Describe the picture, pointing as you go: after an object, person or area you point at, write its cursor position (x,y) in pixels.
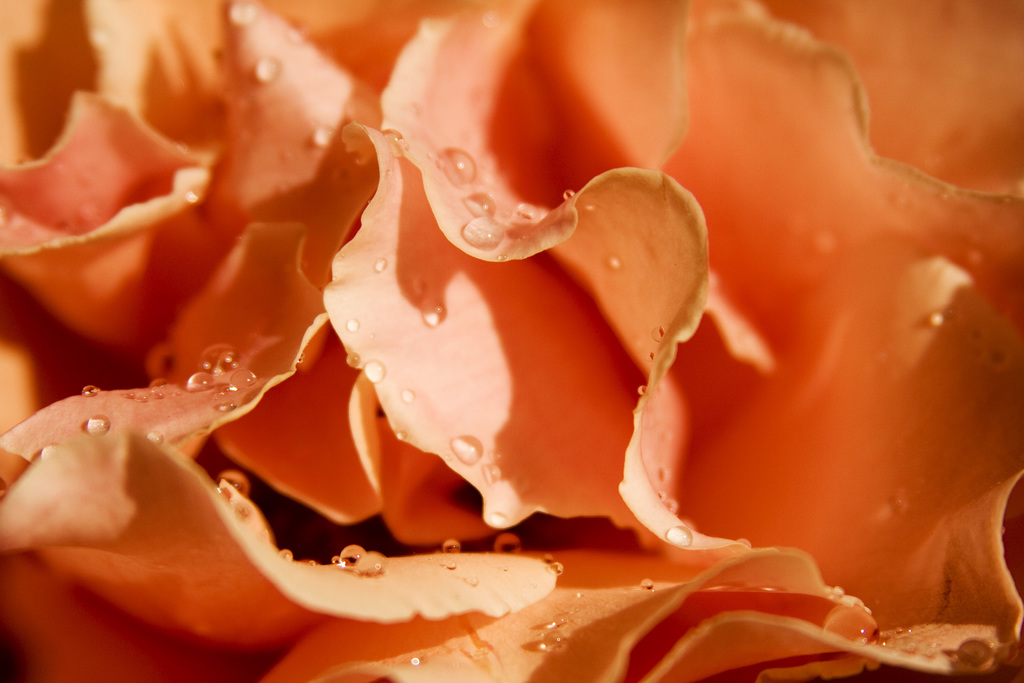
In this image we can see flowers (520,360) and water drops (469,454) on the flowers (610,263).
